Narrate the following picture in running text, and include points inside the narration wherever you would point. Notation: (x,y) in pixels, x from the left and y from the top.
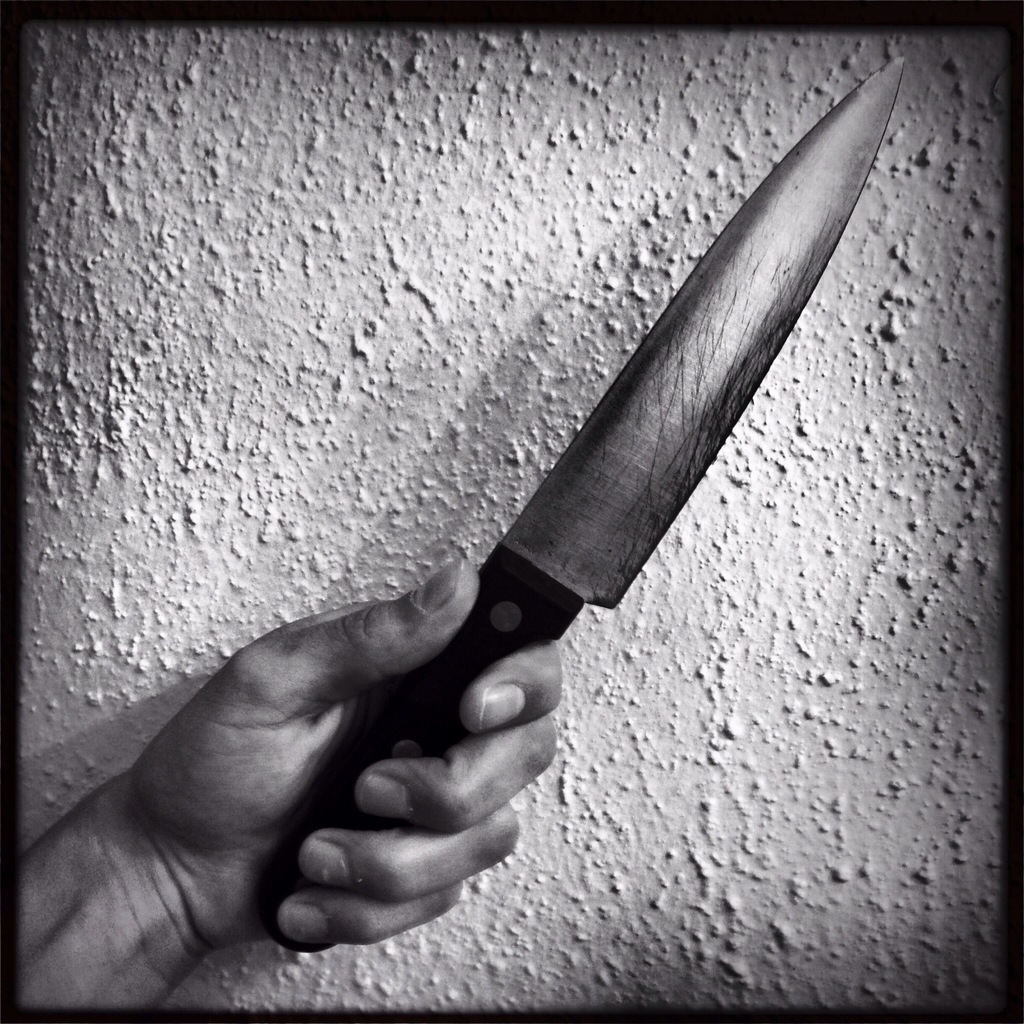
This is a black and white image and it is edited. Here I can see a person's hand (359,902) holding a knife (616,411). In the background (458,363) there is a wall (322,332).
